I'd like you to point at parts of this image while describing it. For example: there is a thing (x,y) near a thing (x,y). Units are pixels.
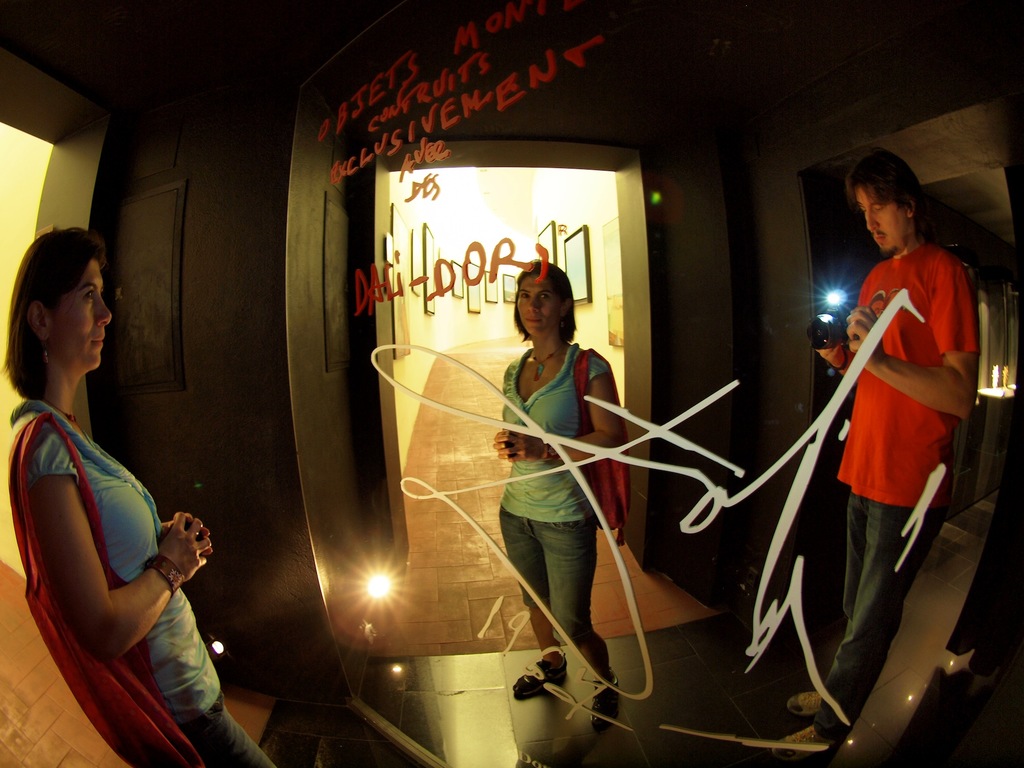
On the left side (74,401), there is a woman (153,534) in blue color t-shirt (182,608), wearing a handbag (18,434) and standing in front of a mirror (323,502). On the mirror (323,502), we can see there are texts (408,160) and image (866,117). In this image, there is the woman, there is a person (869,209) holding a camera (823,346) and in the background (564,264), there are photo frames (544,237) attached to the walls (561,222).
